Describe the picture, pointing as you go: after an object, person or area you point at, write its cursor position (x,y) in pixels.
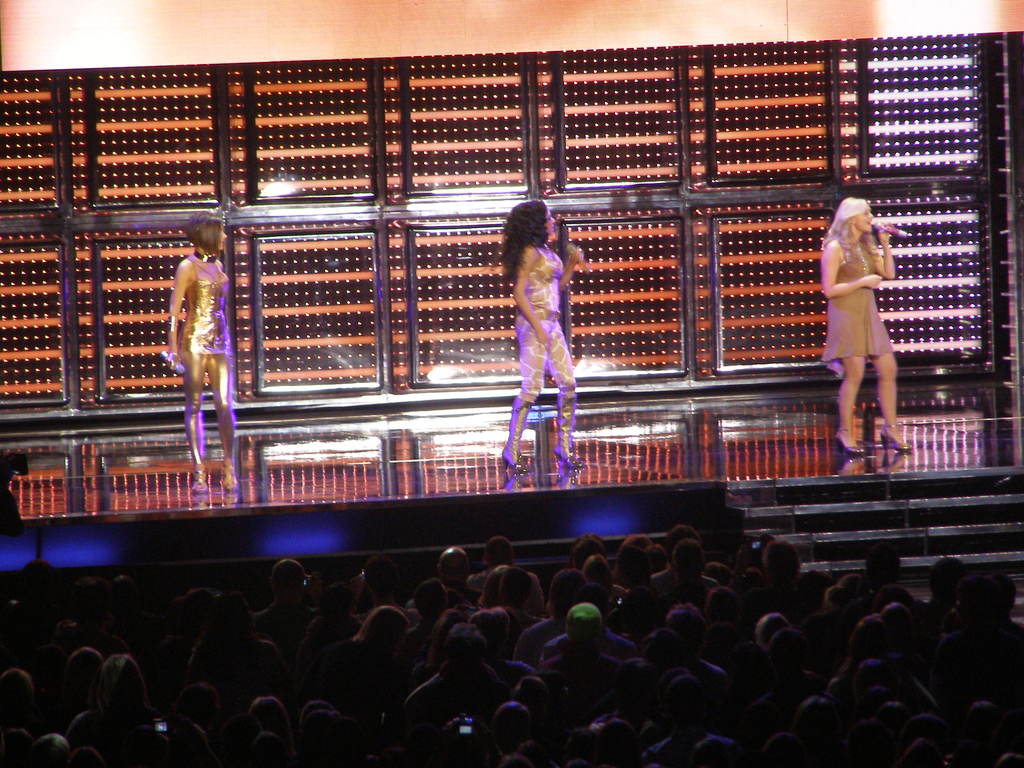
Here I can see three women (198,340) are standing on the stage (580,482), holding a mike (575,261) in their hands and looking towards the right side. It seems like they are singing song. In the background (790,205), I can see some lights (779,173). At the bottom of the image (399,658) I can see few people (670,608) in the dark. Everyone is looking at these women (534,309).
